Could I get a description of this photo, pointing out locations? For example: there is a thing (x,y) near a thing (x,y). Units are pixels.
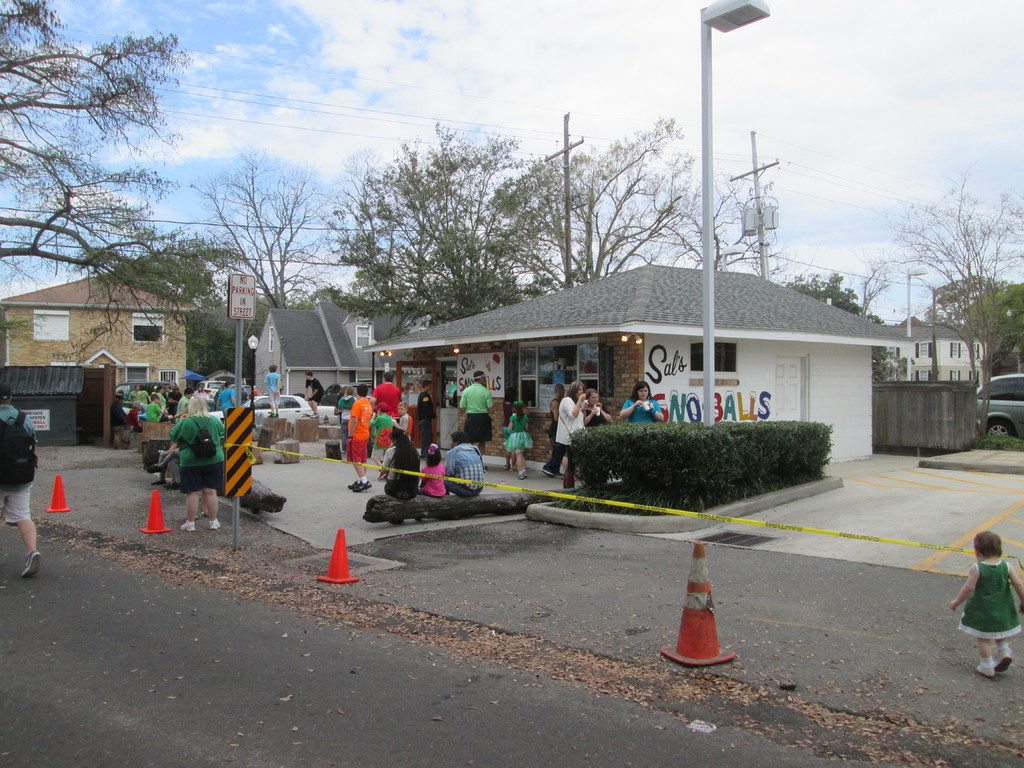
In this image we can see a group of people (358,431) standing on the floor (750,608). One woman (211,432) is wearing a dress (205,431) and carrying a bag (198,441). Three people (452,485) are sitting on wooden log (397,507). In the foreground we can see some cones (696,595) placed on the ground (554,629). In the background (761,328), we can see a group of buildings (347,342), trees (223,341), sign board (240,309), poles (238,340) and the cloudy sky (460,56).
